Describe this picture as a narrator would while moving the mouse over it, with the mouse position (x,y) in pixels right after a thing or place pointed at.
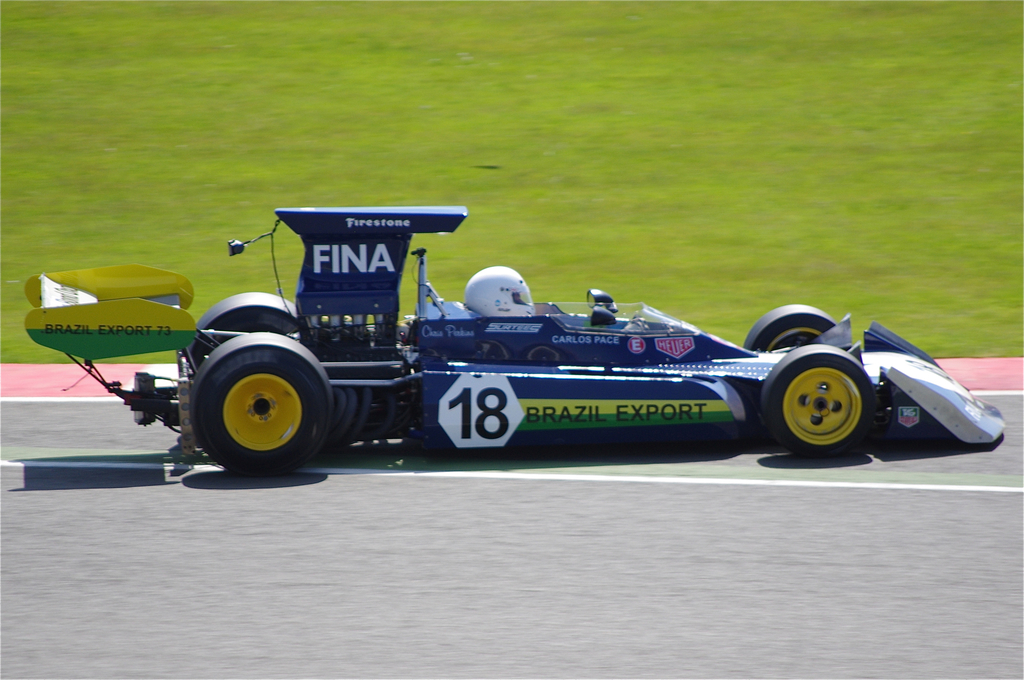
In this image I see a sports car (373,312) over here and I see a person (513,302) sitting and I see something is written on the car (452,386) and I see the road (496,542). In the background (815,27) I see the grass (509,95).
